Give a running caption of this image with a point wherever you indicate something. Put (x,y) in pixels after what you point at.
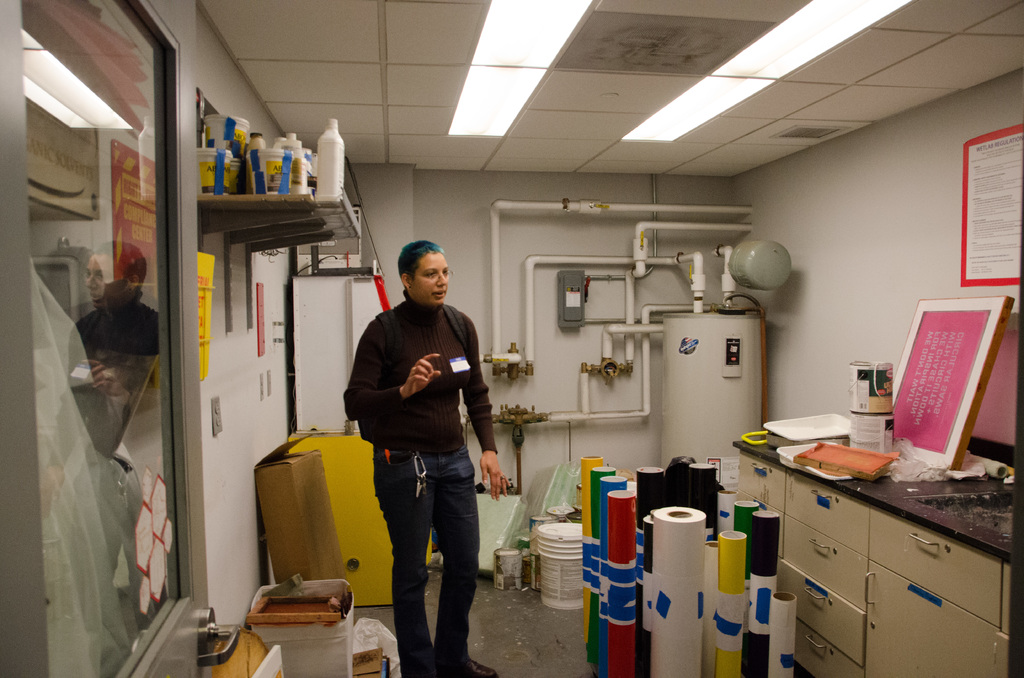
There is a person (415,287) standing. On the left side of the image (174,640) we can see door (72,393), objects (294,664) and box (325,566) on the floor (370,614) and we can see bottles (267,162) on a shelf (324,233). on the right side of the image (939,425) we can see board (918,420) and objects (914,473) on the shelf (923,512), under the shelf (910,504) we can see cupboards (865,519). We can see rolls (774,546). In the background (567,531) we can see buckets (553,543) and objects (565,472). We can see pipes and machine (705,332). We can see poster (980,187) on the wall (672,177). At the top (697,121) we can see ceiling lights (683,121).
